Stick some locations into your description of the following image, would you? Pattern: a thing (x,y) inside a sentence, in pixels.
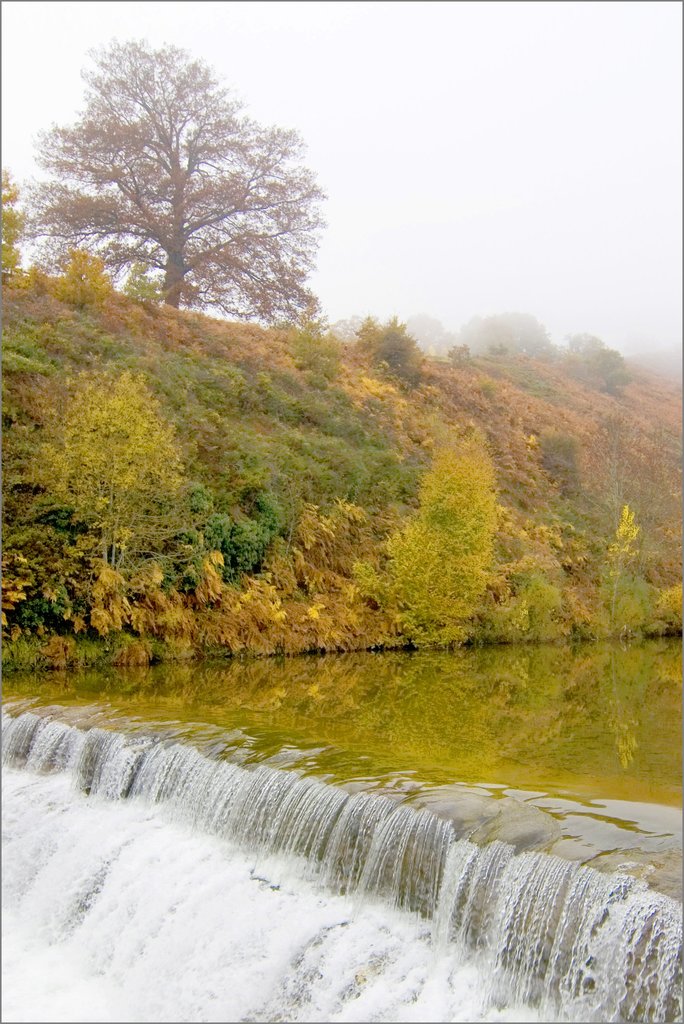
In this picture we can see river (39,704). Here we can see water flow (372,855). On the top (397,70) we can see sky (547,87) and clouds (547,87). In the background (654,541) we can see many trees (294,305), plants (287,500) and grass (360,496).
